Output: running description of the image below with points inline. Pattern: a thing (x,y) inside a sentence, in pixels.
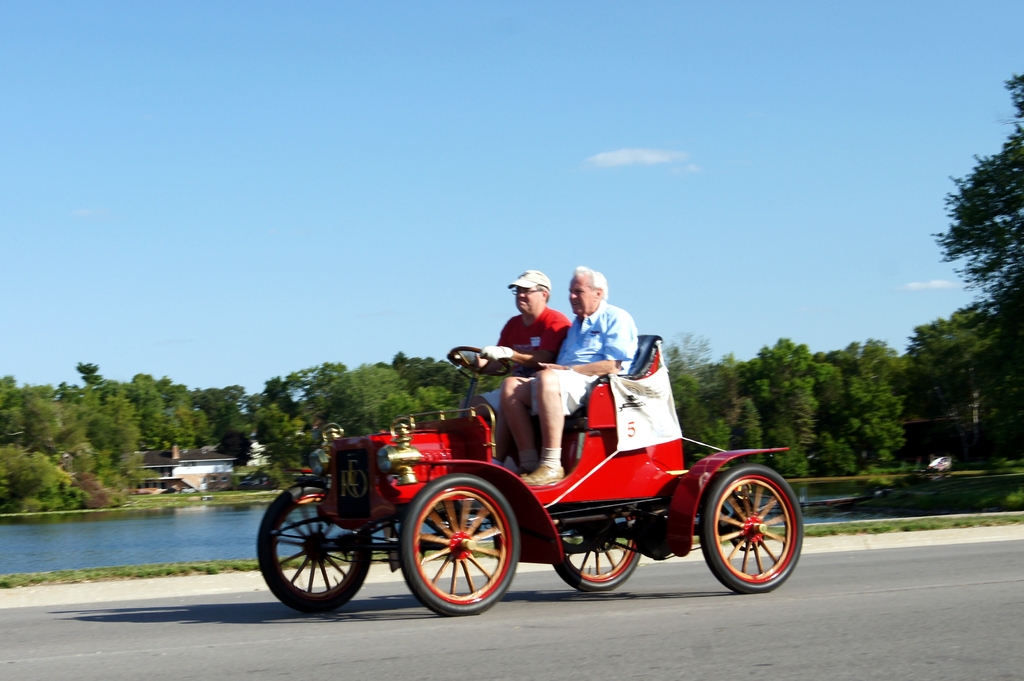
This 2 mans (524,334) are sitting on a vehicle (561,508) and holding a steering (511,365). Far there are number of trees (79,427). Far there is a building (168,480) with roof top (169,459). This is a freshwater river (166,530).
